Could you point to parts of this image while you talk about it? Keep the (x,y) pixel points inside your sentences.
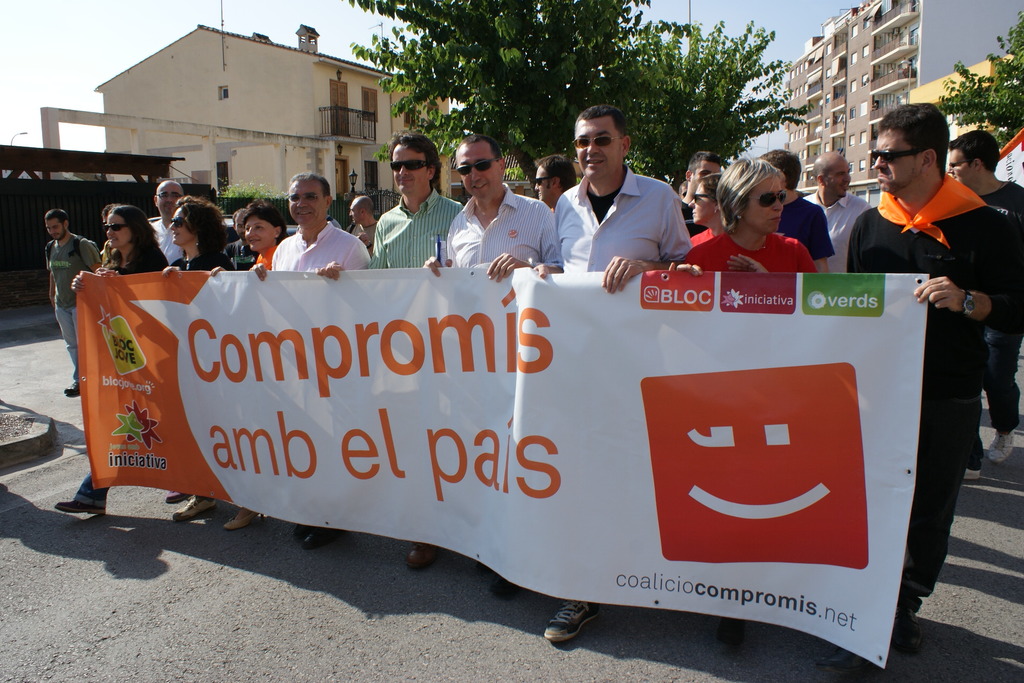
In this image I can see the ground (227,629) and number of persons (480,223) are standing on the ground (193,633) and holding the banner (618,313) which is orange and white in color. In the background (741,94) I can see few trees (536,62), few buildings (902,99) and the sky (279,30).
